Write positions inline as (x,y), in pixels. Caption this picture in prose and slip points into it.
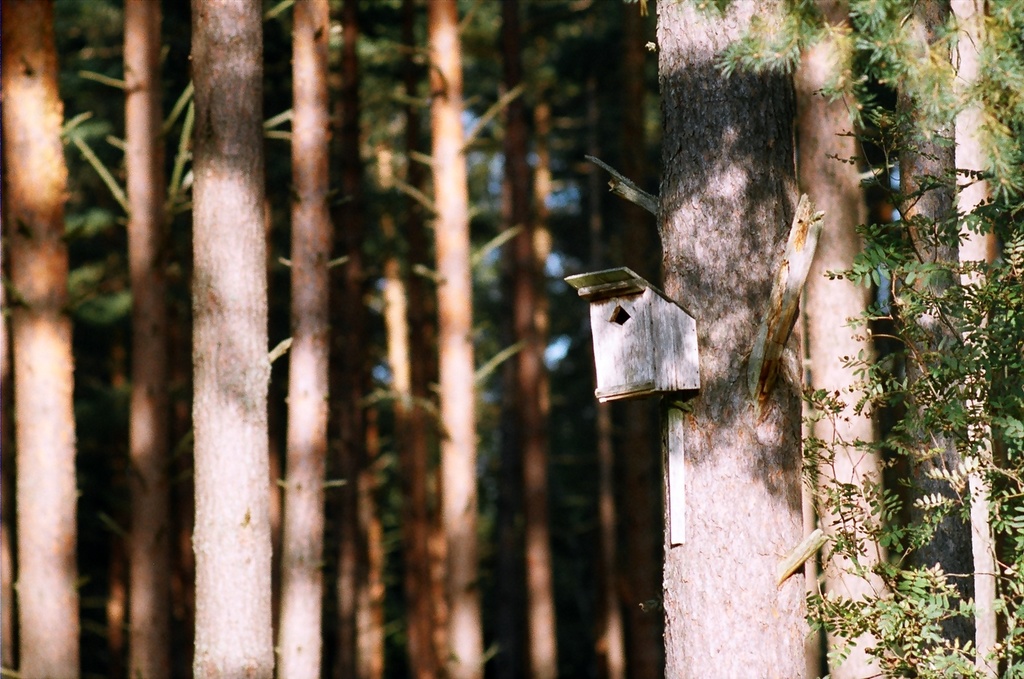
In this picture we can see a wooden object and in the background (904,404) we can see trees (260,297).
